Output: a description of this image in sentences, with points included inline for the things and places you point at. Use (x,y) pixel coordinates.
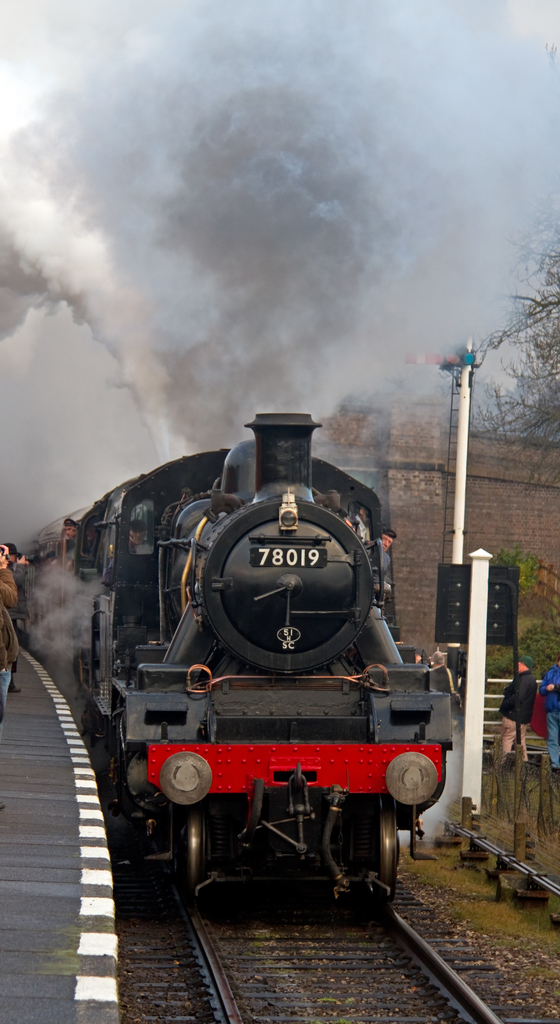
In this image there is a train (359,883) on the rail track (377,969). Few persons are in the train (134,580). Few persons (5,599) are standing on the platform (19,701). A person (2,592) is holding camera (19,554) in his hand (20,563). There are few persons (555,758) are on the grassland (535,780). Right side (547,787) there are few poles (462,376). A pole (467,459) is having a board (465,611) attached to it. Behind there is a building (432,439). Top of image (267,244) there is sky (532,264).
